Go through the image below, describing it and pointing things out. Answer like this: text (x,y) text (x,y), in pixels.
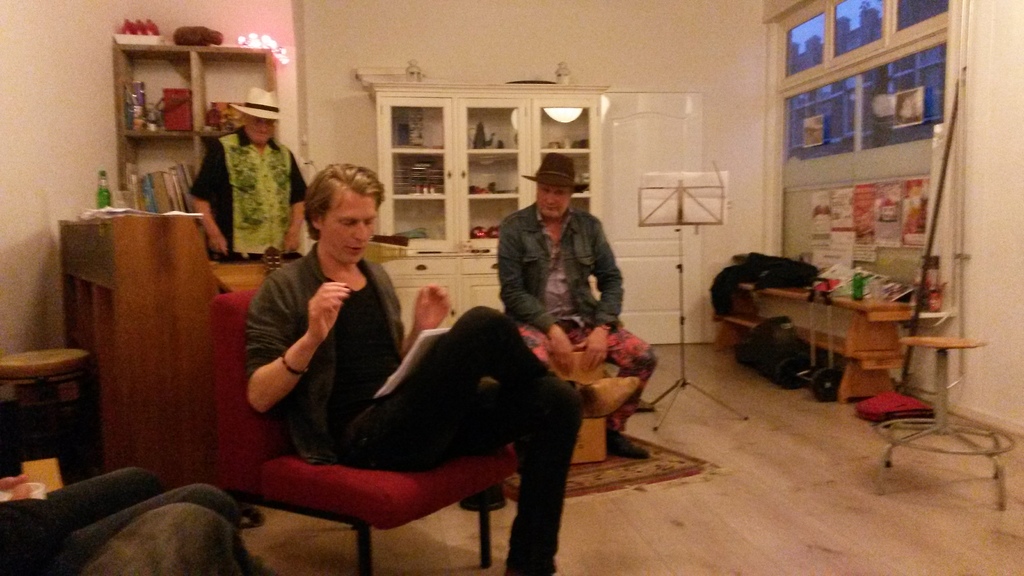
In this image i can see a inside view of an house (304,167) and there are the three persons (229,222) visible and a person (329,395) sit on the chair (302,459) in the middle (494,376) and back side of him there wearing a green color shirt (257,244) stand in front of the cupboard (183,145), on the cup board (194,158) and there are the books (181,185) kept on that, on the left side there is a piano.
